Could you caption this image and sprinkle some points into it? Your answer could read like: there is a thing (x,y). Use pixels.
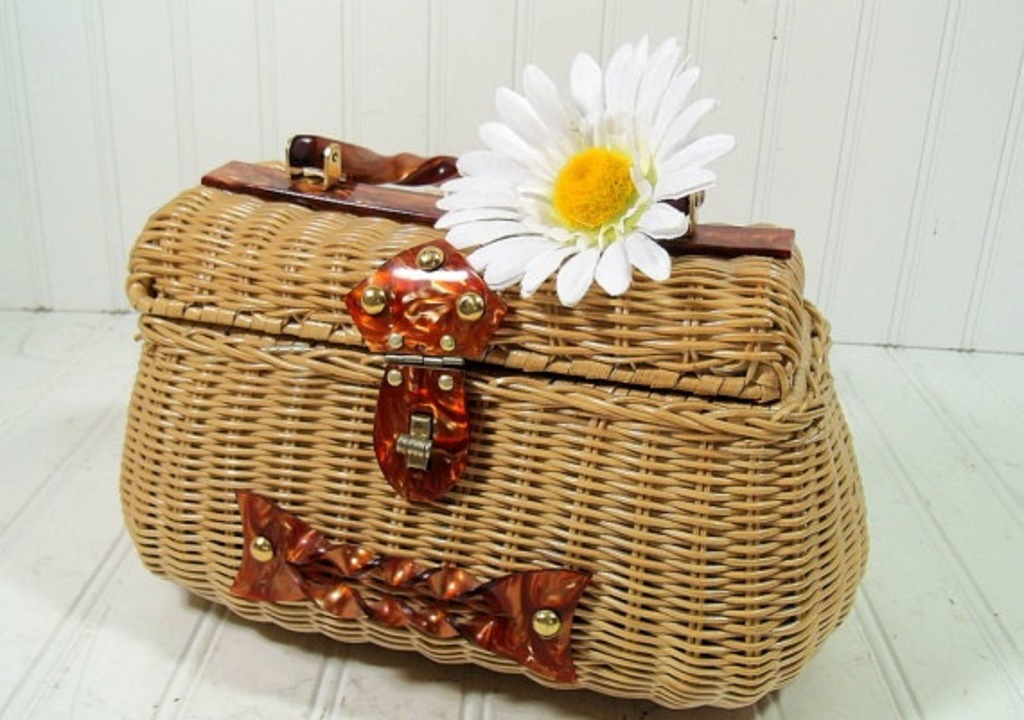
In this image I can see a wooden bag (624,497) which is brown in color and a flower (698,191) which is white and yellow in color on it. I can see the white colored background (190,134).
